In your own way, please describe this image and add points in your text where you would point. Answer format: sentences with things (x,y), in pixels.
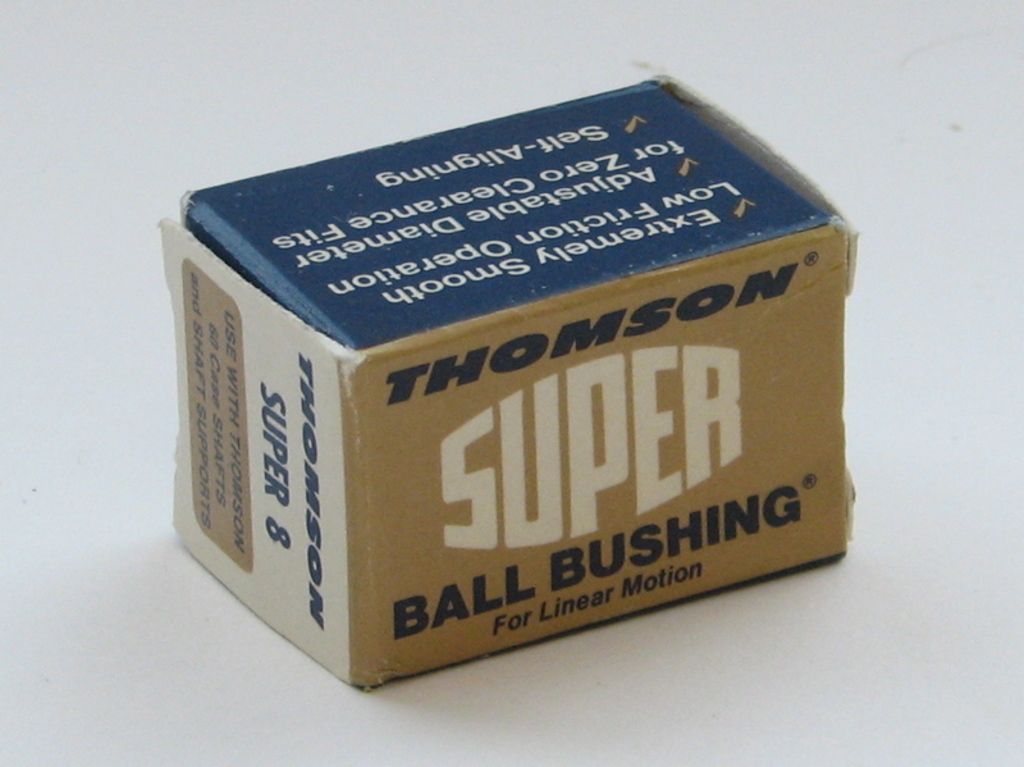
In this image, we can see some box (540,444) is placed on the white surface (158,710).
